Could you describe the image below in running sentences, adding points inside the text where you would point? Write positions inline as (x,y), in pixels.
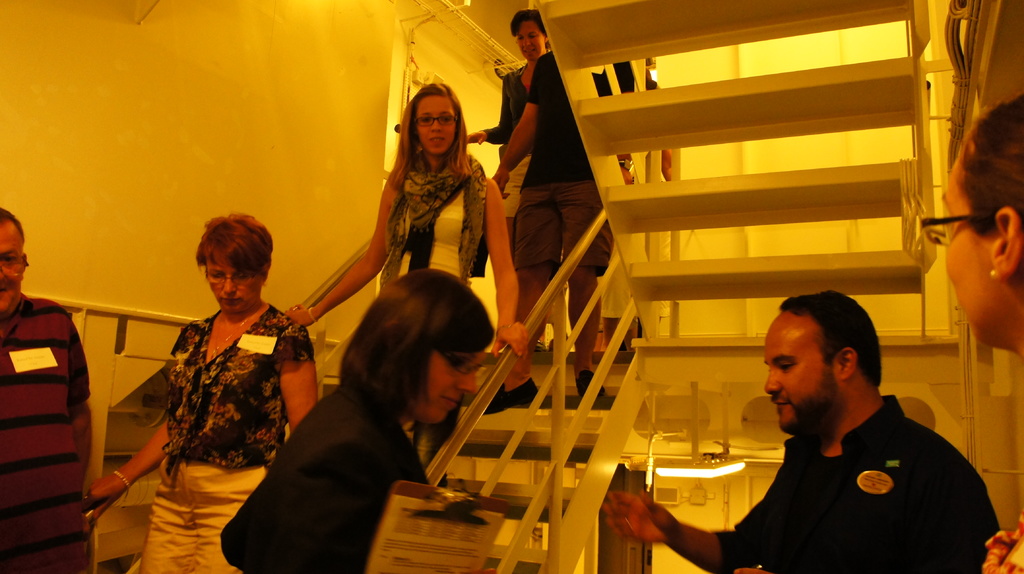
In this image there are groups of person (441,304), there is an examination writing pad (440,506), there are papers (433,537) on the writing pad (425,512), there is text (436,535) on the papers (447,529), there are staircase (678,197), there is a light (682,473), there is a wall (285,101), there are wires (955,101) on the wall (992,413).
